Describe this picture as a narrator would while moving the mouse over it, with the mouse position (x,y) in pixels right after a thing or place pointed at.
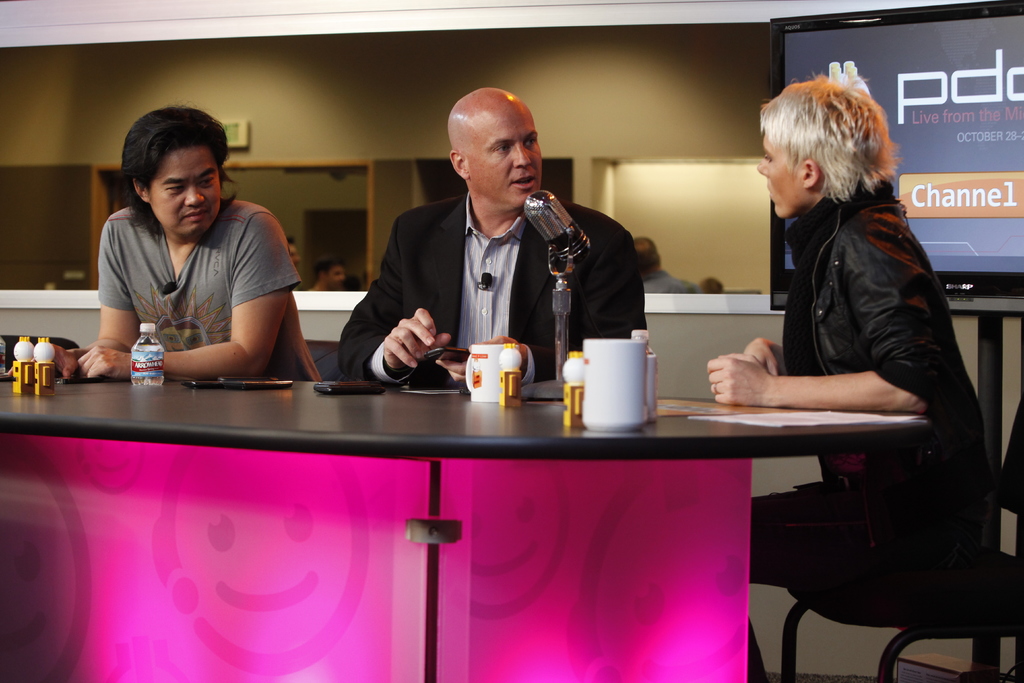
As we can see in the image there is a wall (330,107), banner (984,92), three people (797,248) sitting on chairs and there is a table (232,411). On table (218,402) there are cups (631,384), bottle (160,379) and mobile phones (278,380).
